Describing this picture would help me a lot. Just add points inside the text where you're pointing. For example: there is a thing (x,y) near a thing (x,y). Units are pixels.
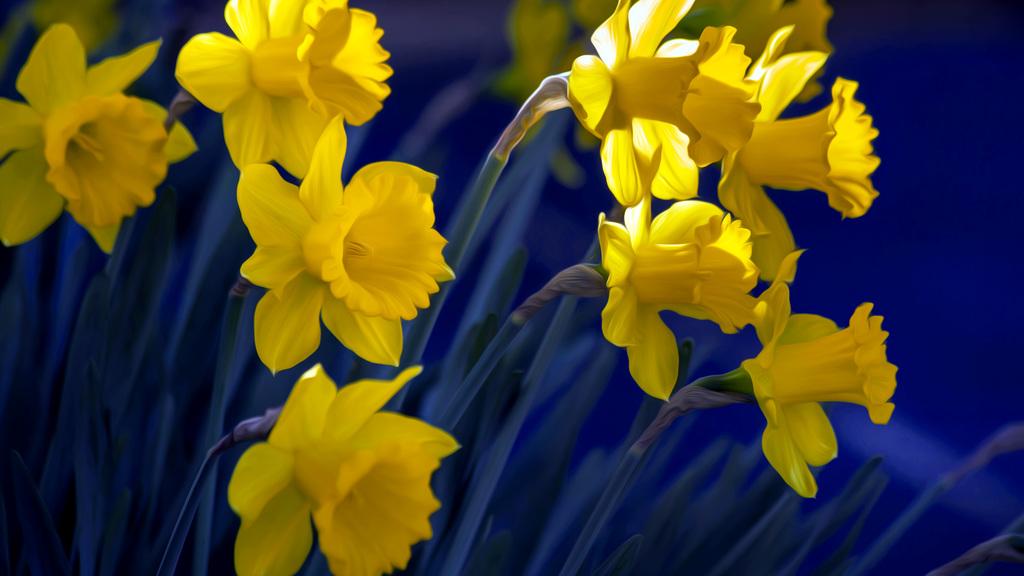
In this picture we can see beautiful yellow flowers (321,280) on the plants (213,274). On the right (992,377) there is a blue background.
